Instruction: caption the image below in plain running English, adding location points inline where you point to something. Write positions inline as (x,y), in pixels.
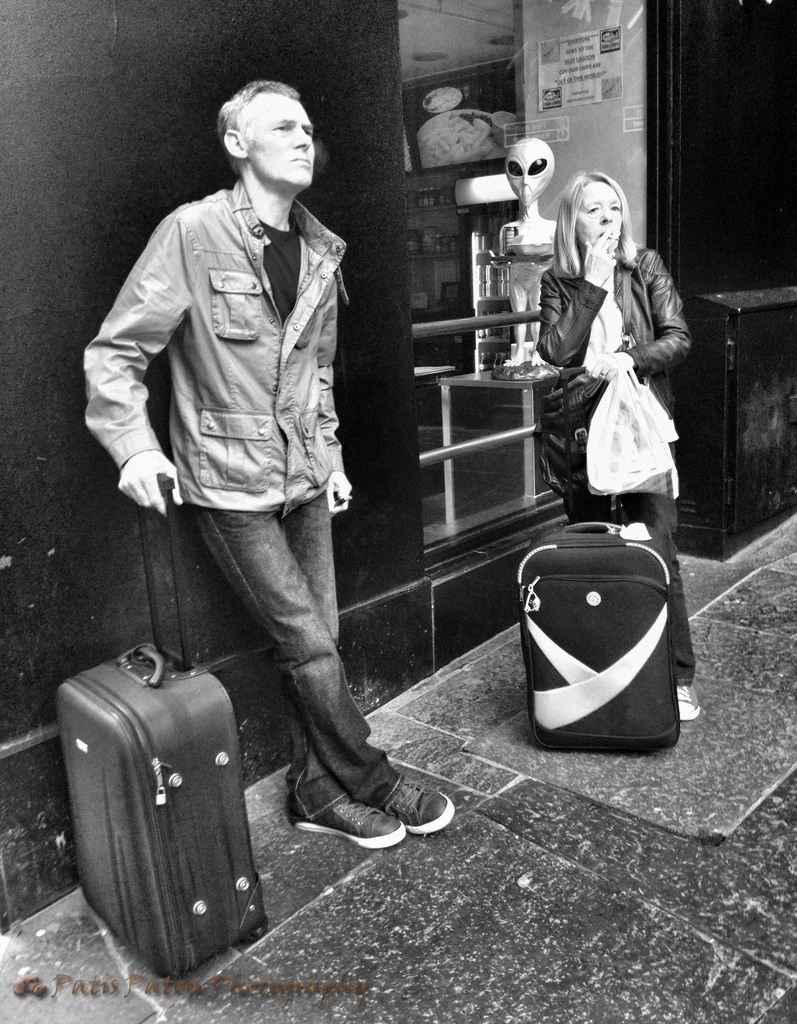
In this picture there is a man (172,464) holding a luggage bag (134,777) and there is a woman (618,354) holding a cigarette (614,240), bag (605,399) in her hands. There is a toy (521,222) at the background (522,156).
